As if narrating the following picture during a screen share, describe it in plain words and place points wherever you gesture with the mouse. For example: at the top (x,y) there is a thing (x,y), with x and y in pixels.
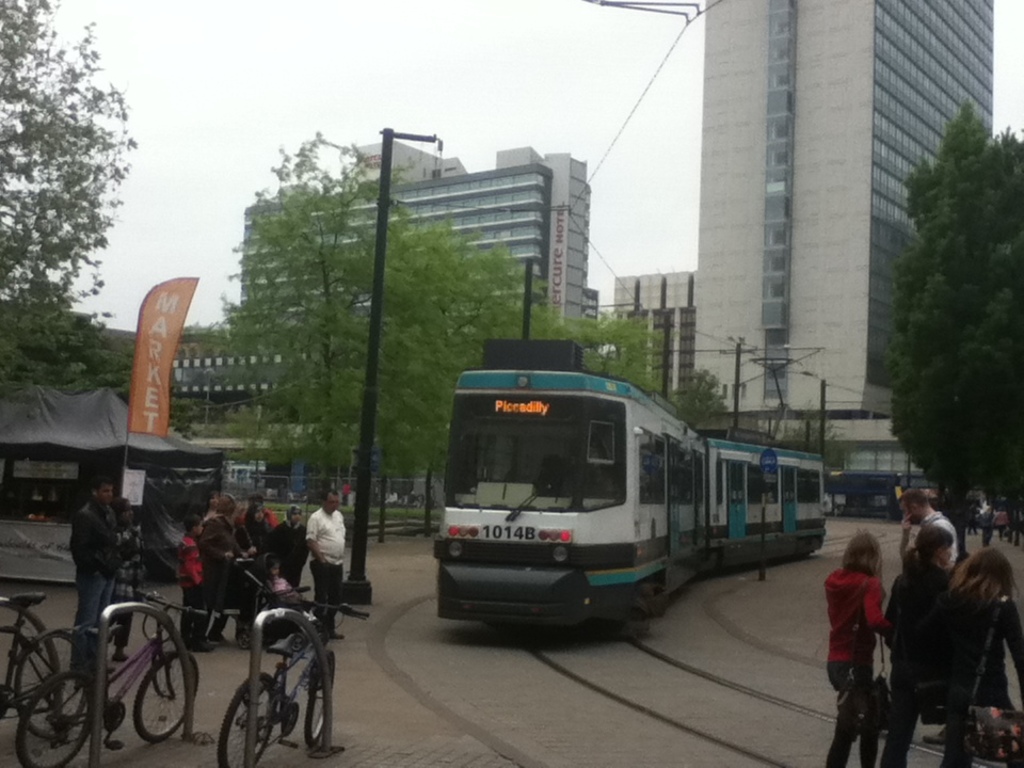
In the center of the image (608,508) we can see tram (608,508) on the road (640,657). On the right side of the image (826,271) we can see building (781,364), poles (736,382), trees (925,408) and persons (858,571). On the left side of the image (67,422) we can see buildings (391,188), poles (373,387), flag (158,359), tent (53,484), bicycles (21,647) and persons (227,523). In the background (391,24) there is a sky (358,29).
